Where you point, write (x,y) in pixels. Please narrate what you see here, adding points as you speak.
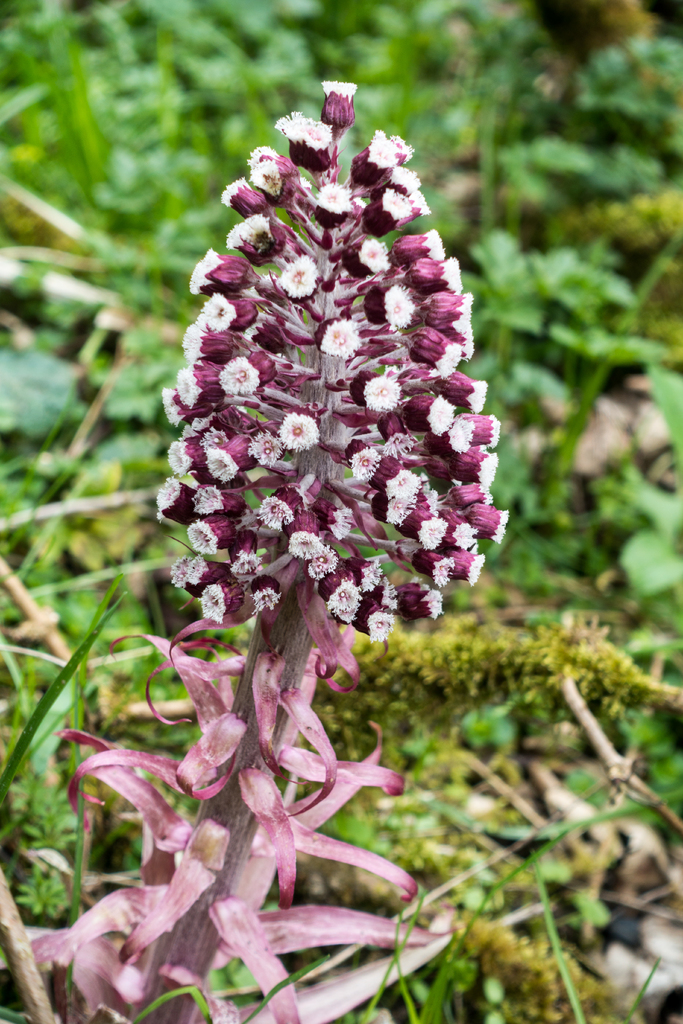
In the foreground of this image (274,424), there is flower (295,548) to a plant (292,830) and in the background (96,511), there are some plants (377,52).
